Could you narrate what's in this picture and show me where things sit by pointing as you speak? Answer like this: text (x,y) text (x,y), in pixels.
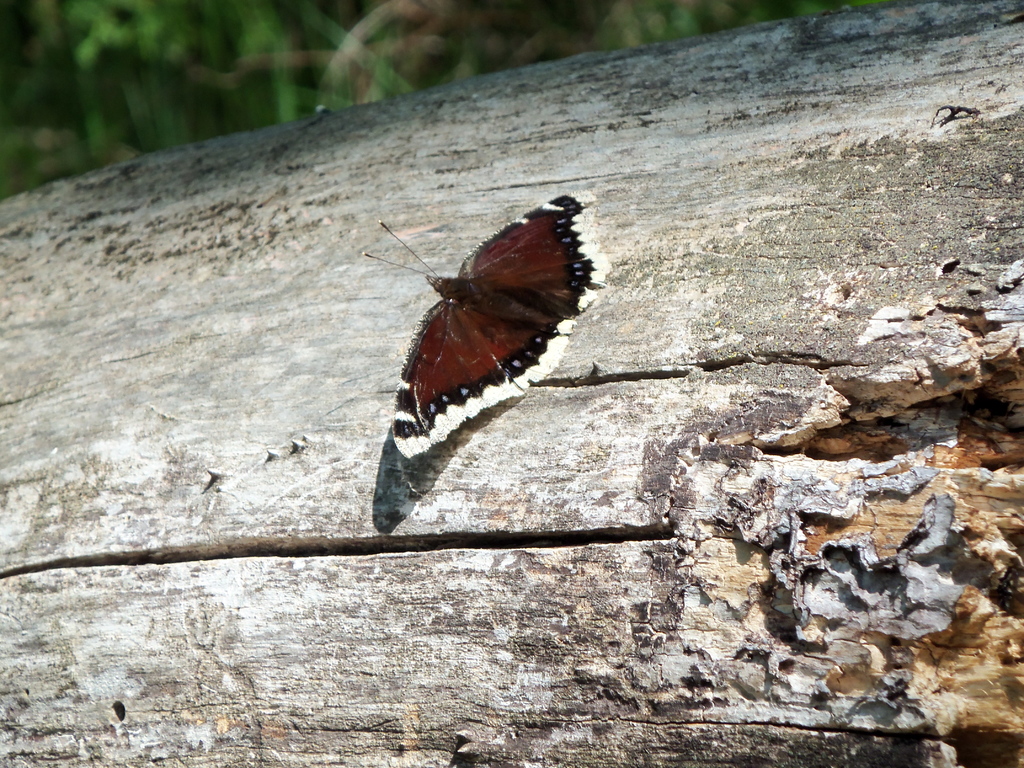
In the picture there is a butterfly (517,304) laying on a wood (168,657), it is of brown color.
